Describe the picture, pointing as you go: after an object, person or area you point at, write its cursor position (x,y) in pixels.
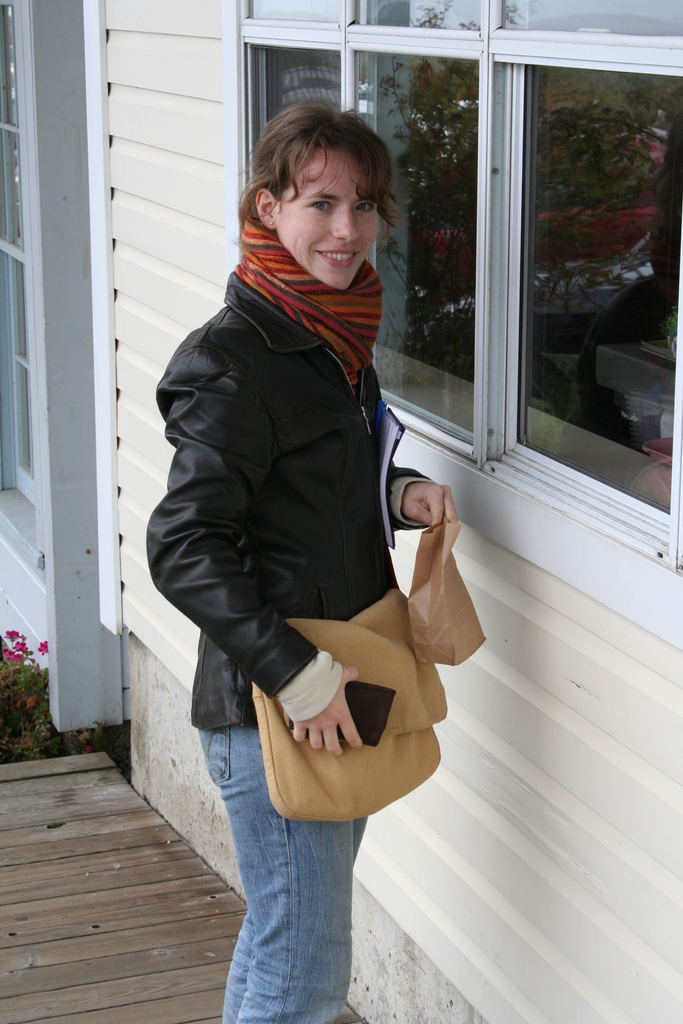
In this picture I can observe a woman (292,444). She is wearing a jacket (238,561). The woman (258,547) is smiling. In front of her there are windows (478,146).
